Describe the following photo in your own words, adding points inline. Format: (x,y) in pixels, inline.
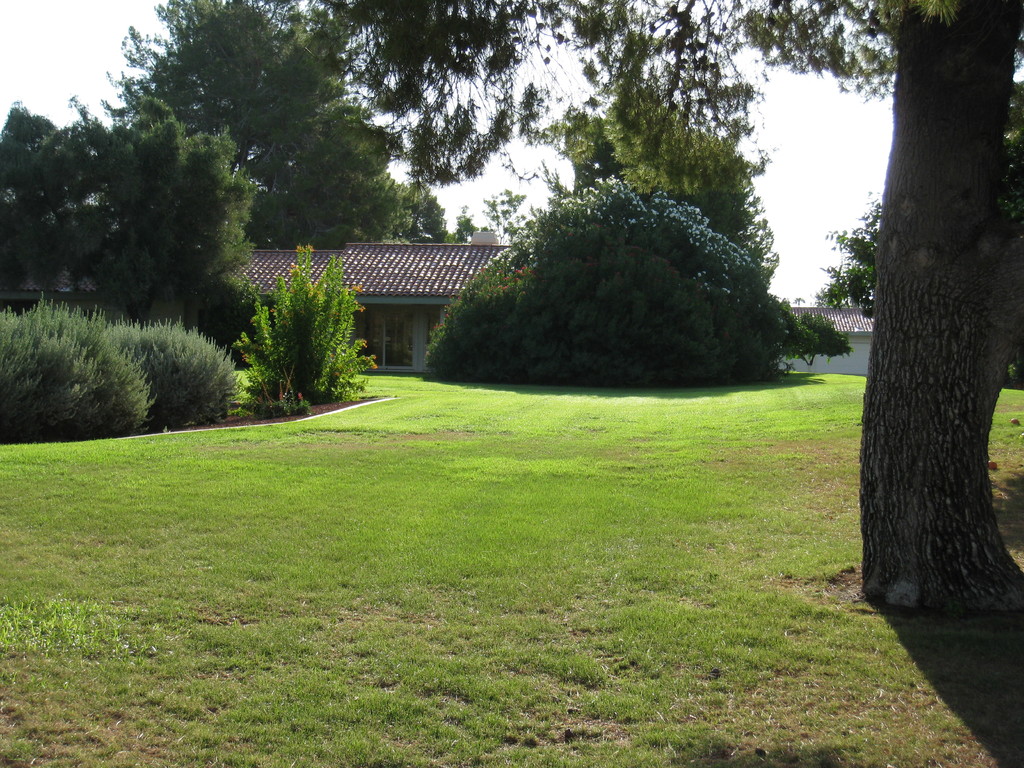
This image consists of a house (428,351). At the bottom (497,573), there is green grass (360,459). On the left (110,232) and right, there are trees (814,344). At the top (32,72), there is sky (10,21).
